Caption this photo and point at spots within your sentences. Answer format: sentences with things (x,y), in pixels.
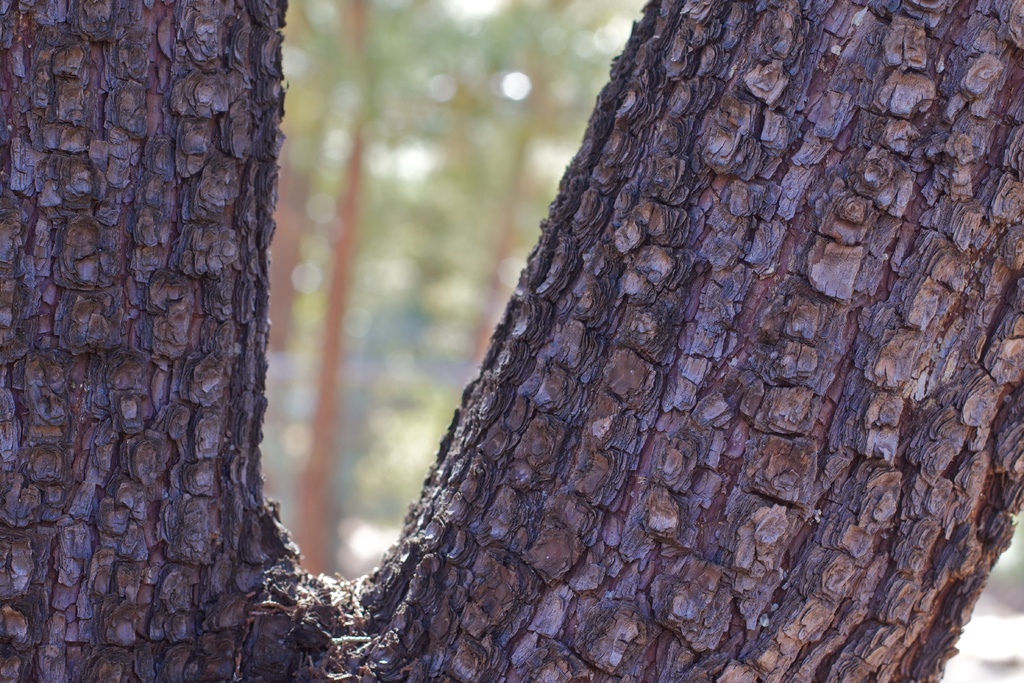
In the foreground of the picture (783,429) we can see the trunk (194,557) of a tree (1006,320). The background (990,634) is blurred. In the background (481,282) there is greenery (488,224).
